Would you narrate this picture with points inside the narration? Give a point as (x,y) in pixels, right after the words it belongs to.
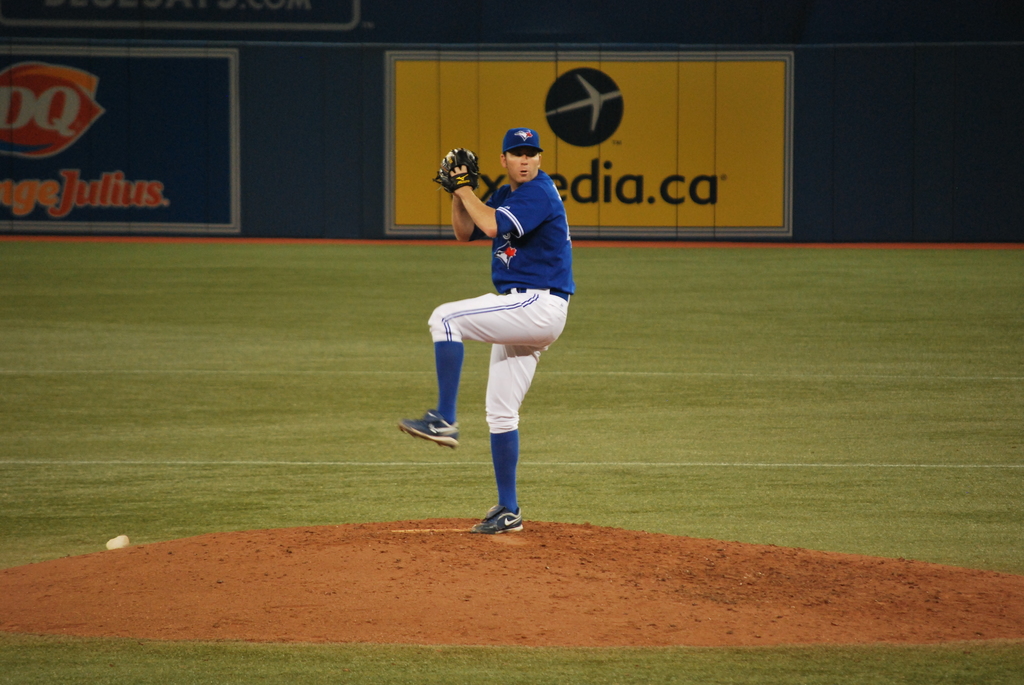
In this image there is a player (439,314) standing on the ground (370,426) and he is wearing a glove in his hand (459,169). In the background (482,59) there is a banner (68,103) with some text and images (30,80).
